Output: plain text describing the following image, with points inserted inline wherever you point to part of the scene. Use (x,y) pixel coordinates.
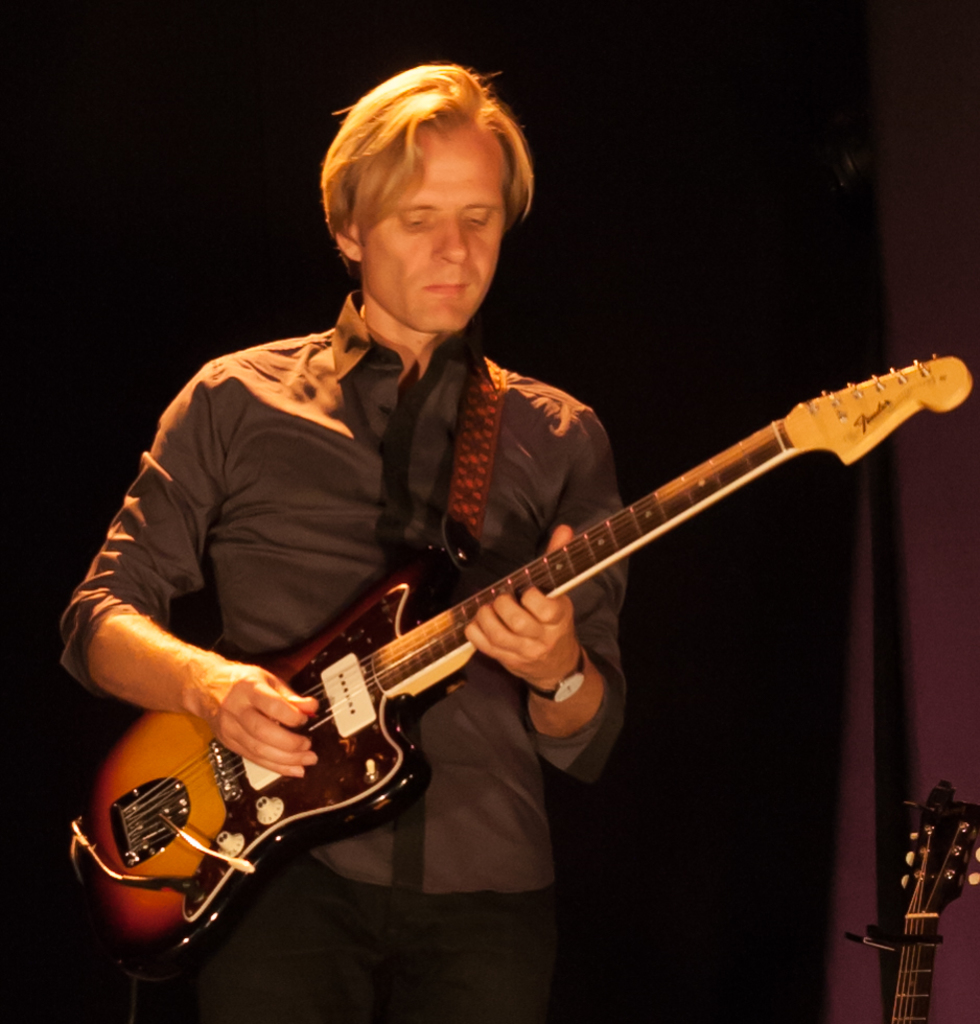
A person (508,639) is playing guitar (528,580).
